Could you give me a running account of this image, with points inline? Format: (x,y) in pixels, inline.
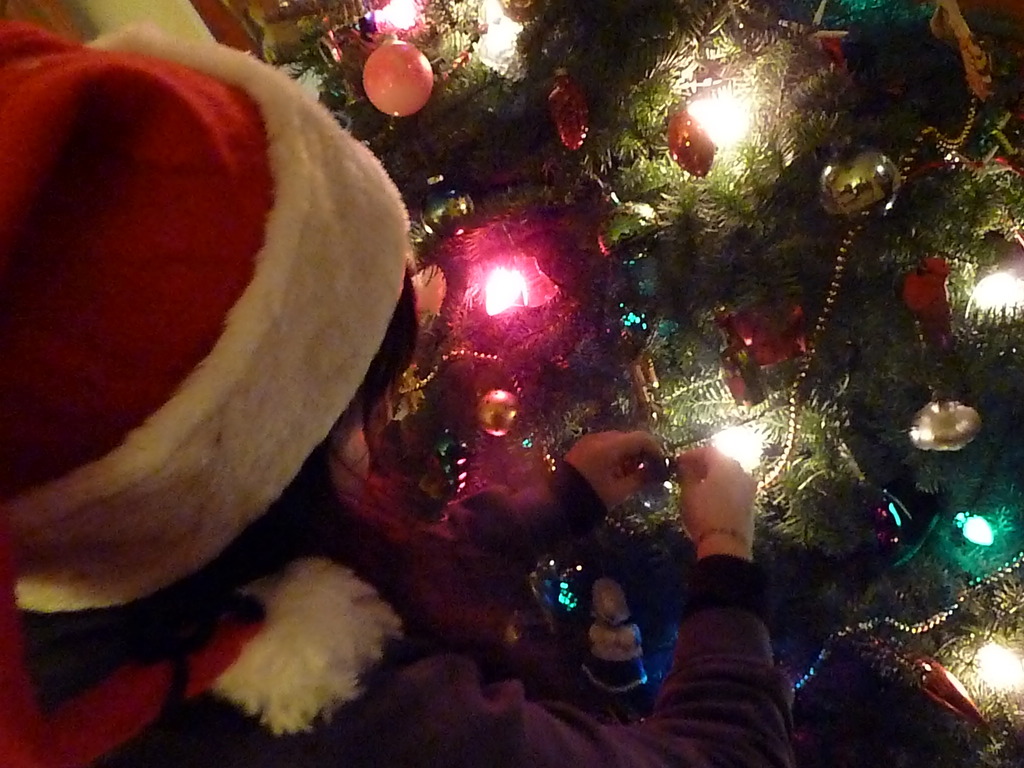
This is a tree (769,304), this is a person (428,639) wearing cap (347,639).
